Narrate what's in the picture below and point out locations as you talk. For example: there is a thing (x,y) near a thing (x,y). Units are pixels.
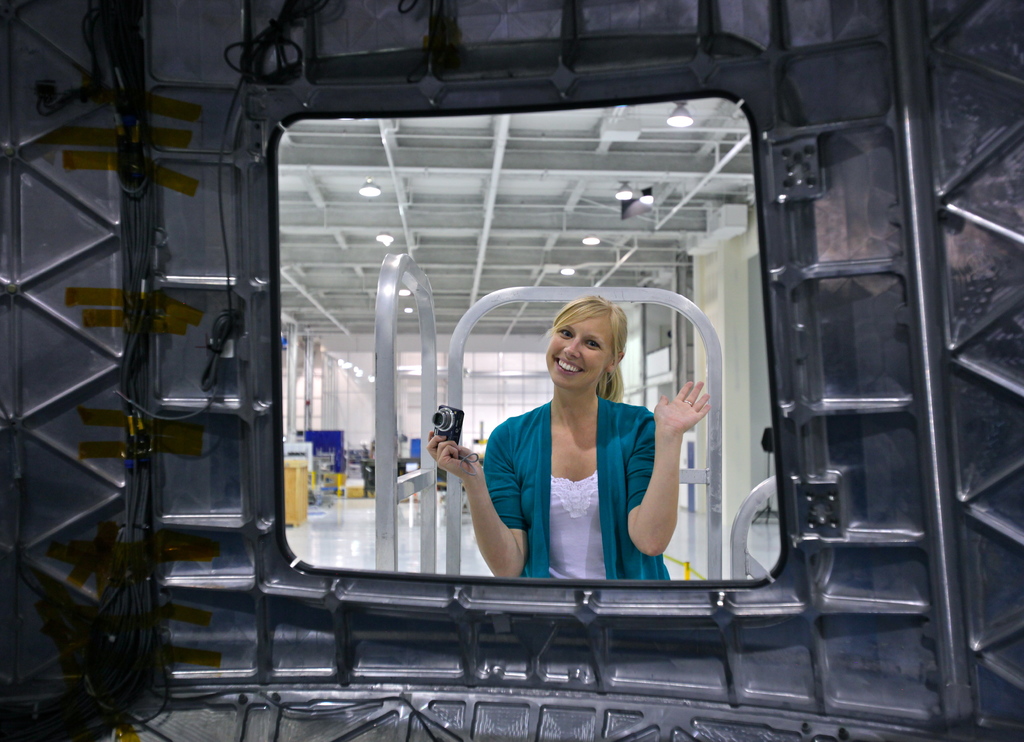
In this image a woman (650,517) wearing a jacket (542,547) is holding a camera (443,438) in her hand (443,466). She is behind the metal wall (203,531). There are few objects (350,467) in the room (353,450). Few lights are attached to the roof (520,243).
